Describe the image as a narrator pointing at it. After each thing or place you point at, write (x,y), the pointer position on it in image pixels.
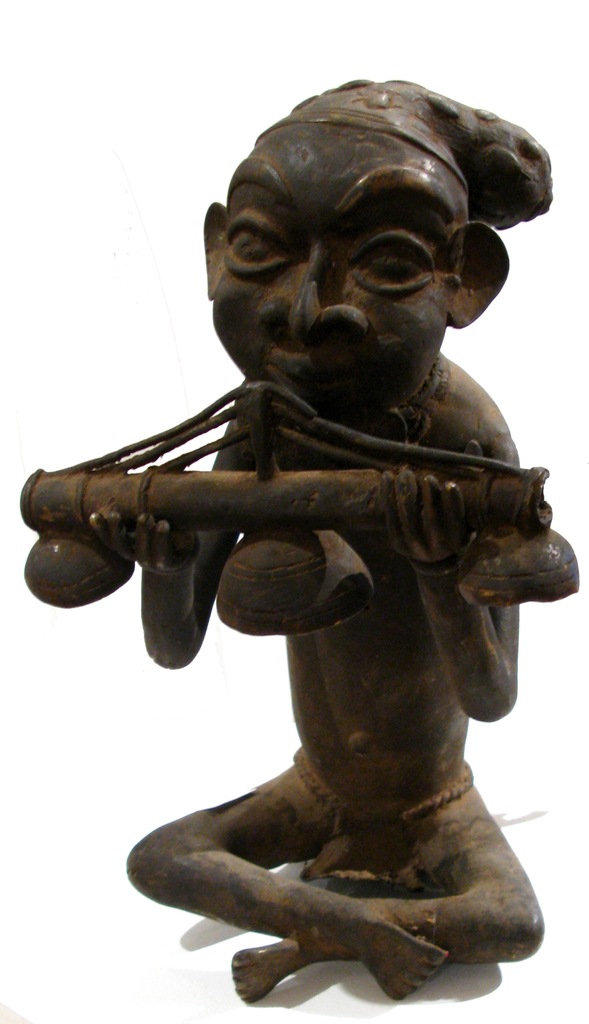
In this image we can see a sculpture (369,390) with a white color background (217,20).
